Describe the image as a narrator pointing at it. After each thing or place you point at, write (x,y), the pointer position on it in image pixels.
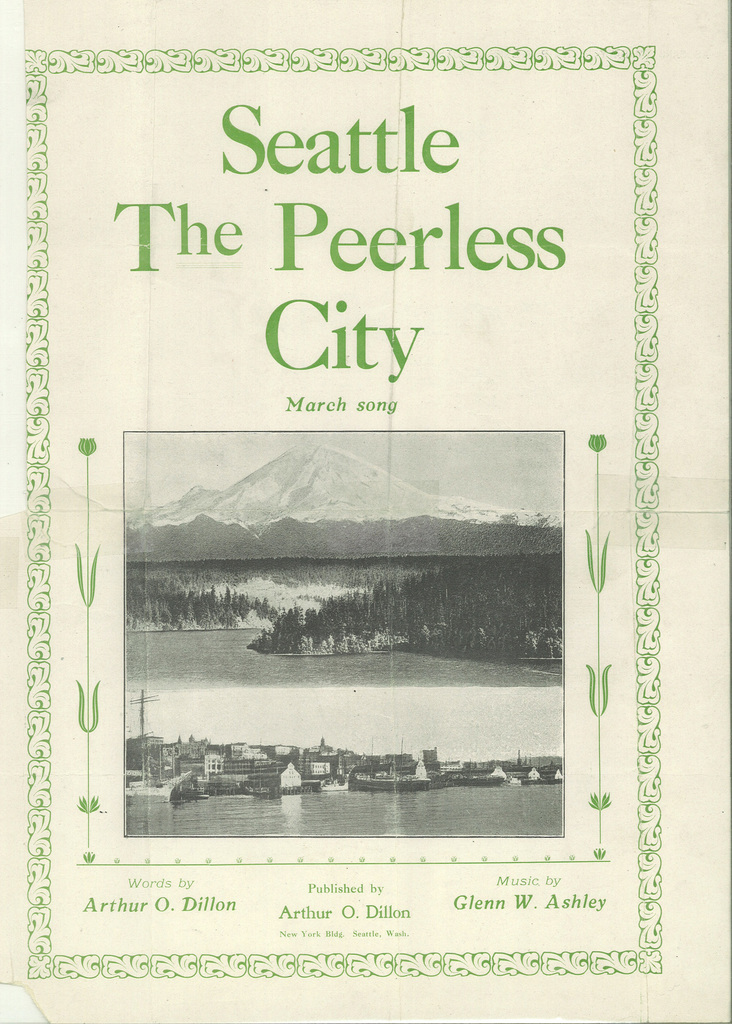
In this picture we can see a poster (375,409) with some image (328,435) and text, In the image we can see some buildings (328,761), trees (339,640), mountains (383,516), plants (258,621), water (381,661) and the sky (410,739).
